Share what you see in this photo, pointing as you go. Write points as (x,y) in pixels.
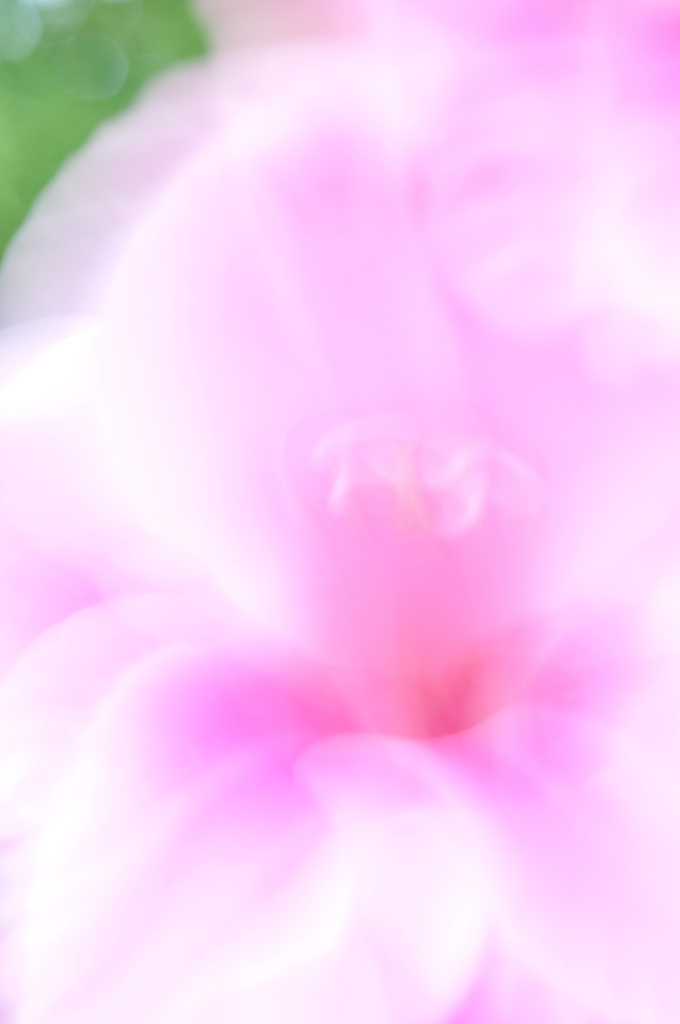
In the picture we can see a pink color flower (450,971) which seems like that and it is not clearly visible.
